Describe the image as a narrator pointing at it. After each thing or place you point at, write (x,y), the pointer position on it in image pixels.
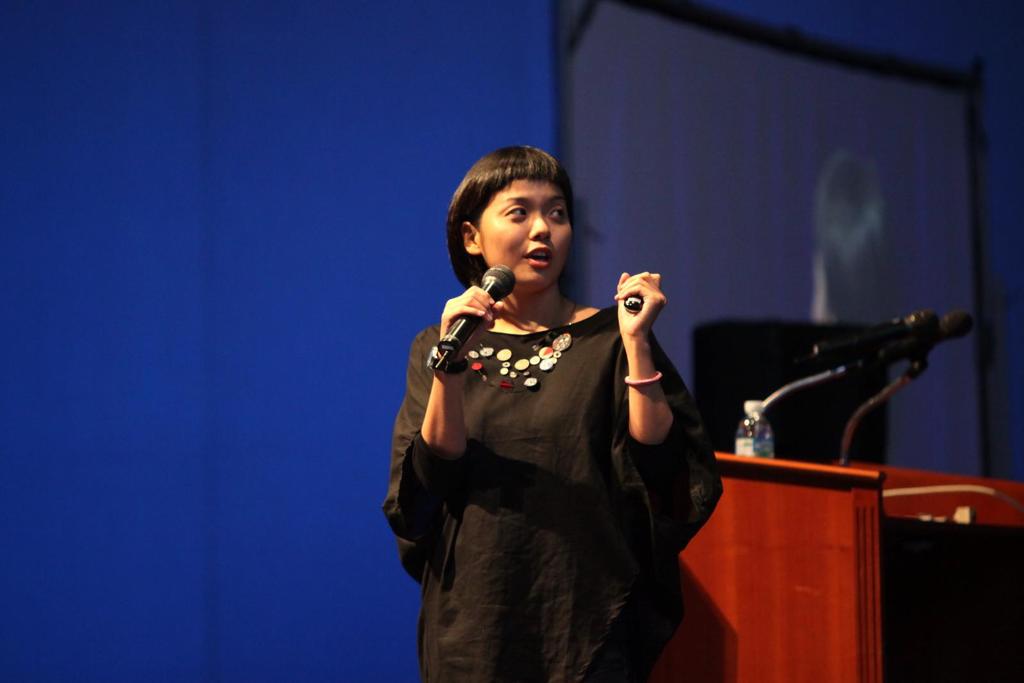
In this picture we can see a woman (458,386) holding an object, mic (489,281) with her hands (645,288) and standing and at the back of her we can see a bottle (744,421), podium (843,476), mics (906,342), speaker (809,364), projector screen (764,117) and in the background (508,117) we can see blue color.
